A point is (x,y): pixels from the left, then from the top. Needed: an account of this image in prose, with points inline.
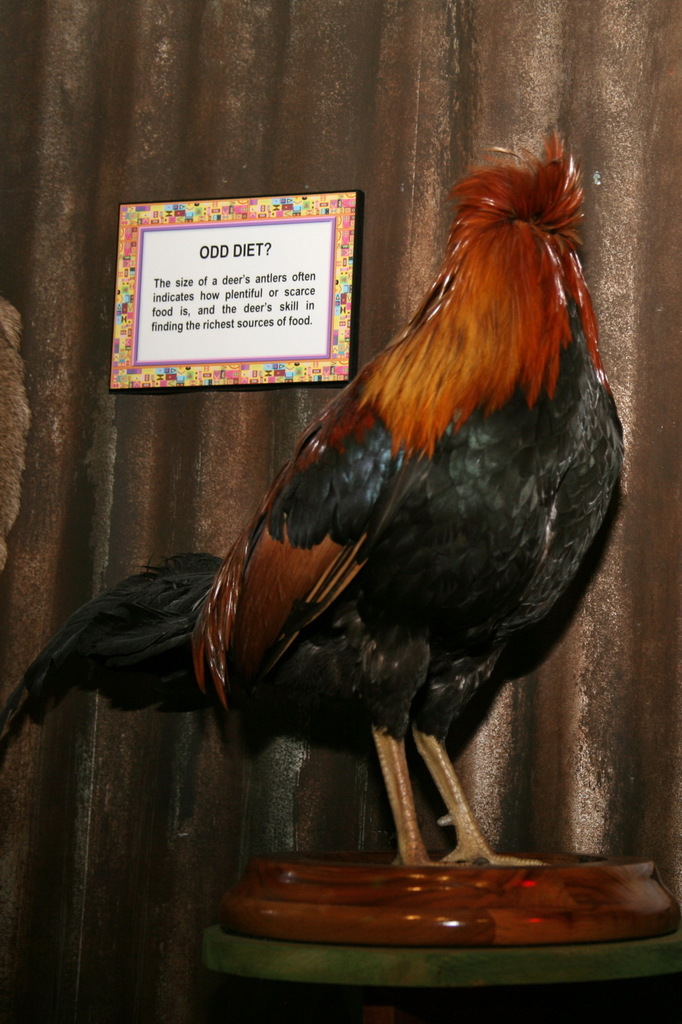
In this picture we can see a cock (163,664) on a platform (632,926) and in the background (132,452) we can see a frame (261,198) on the wall (560,45).
